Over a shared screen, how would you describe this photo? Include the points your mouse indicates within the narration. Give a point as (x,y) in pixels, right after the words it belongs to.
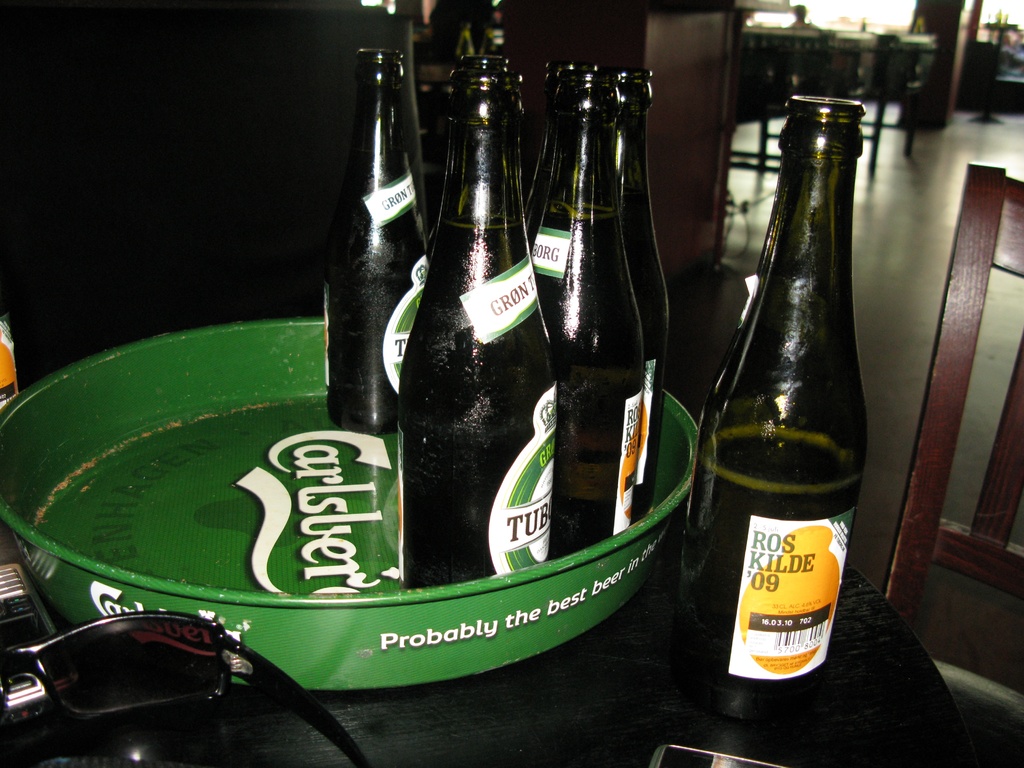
In this image, There is a table (865,709) which is in black color on that table (456,689) there is a tray (44,526) of green color, In that there are some beers bottles (446,265) which are in black color, In the right side of the image (930,420) there is a chair (947,391) which is in brown and in the background of the image (140,117) there is a black color wall (179,134).
